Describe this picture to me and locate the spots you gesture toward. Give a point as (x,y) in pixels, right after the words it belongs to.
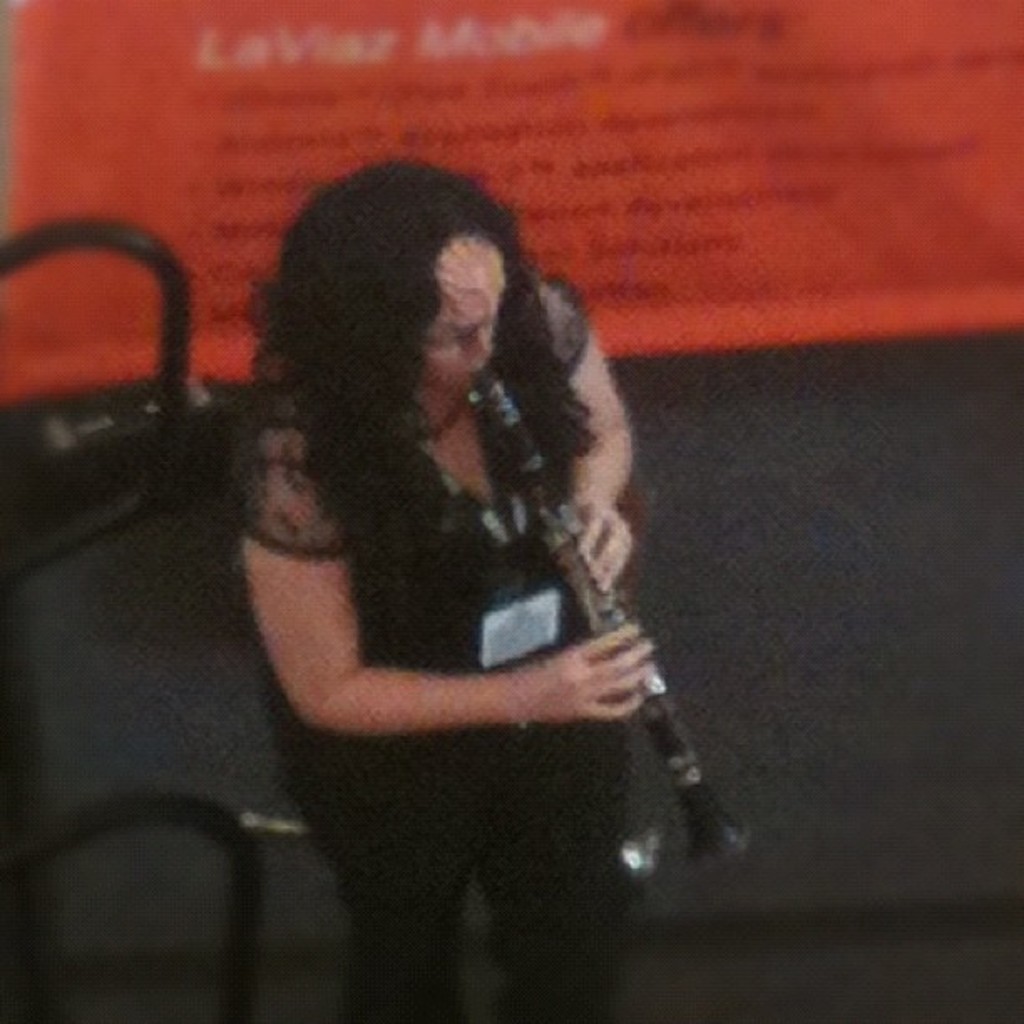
In the picture I can see women (402,465) wearing black dress (399,612) is standing and playing clarinet (599,588) in her hands (599,577) and there is a banner (522,104) behind her which has something written on it.
